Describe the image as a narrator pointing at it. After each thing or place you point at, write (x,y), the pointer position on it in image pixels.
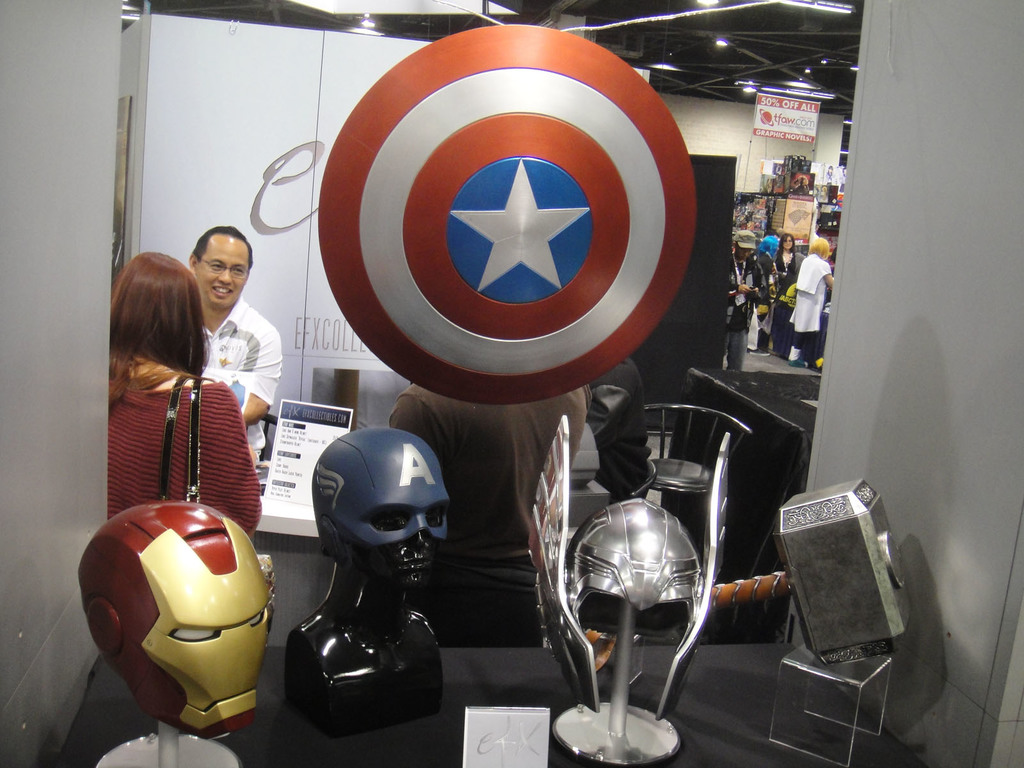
In this image I can see the black colored surface (487,650) and on it I can see few masks (226,613) which are red, gold, blue and silver in color and a hammer (842,620) and a shield (532,283) which is red, white and blue in color. In the background (782,263) I can see few persons (795,265), a white colored object (275,106), the ceiling (632,42) a board (788,115) and few lights (802,88).
